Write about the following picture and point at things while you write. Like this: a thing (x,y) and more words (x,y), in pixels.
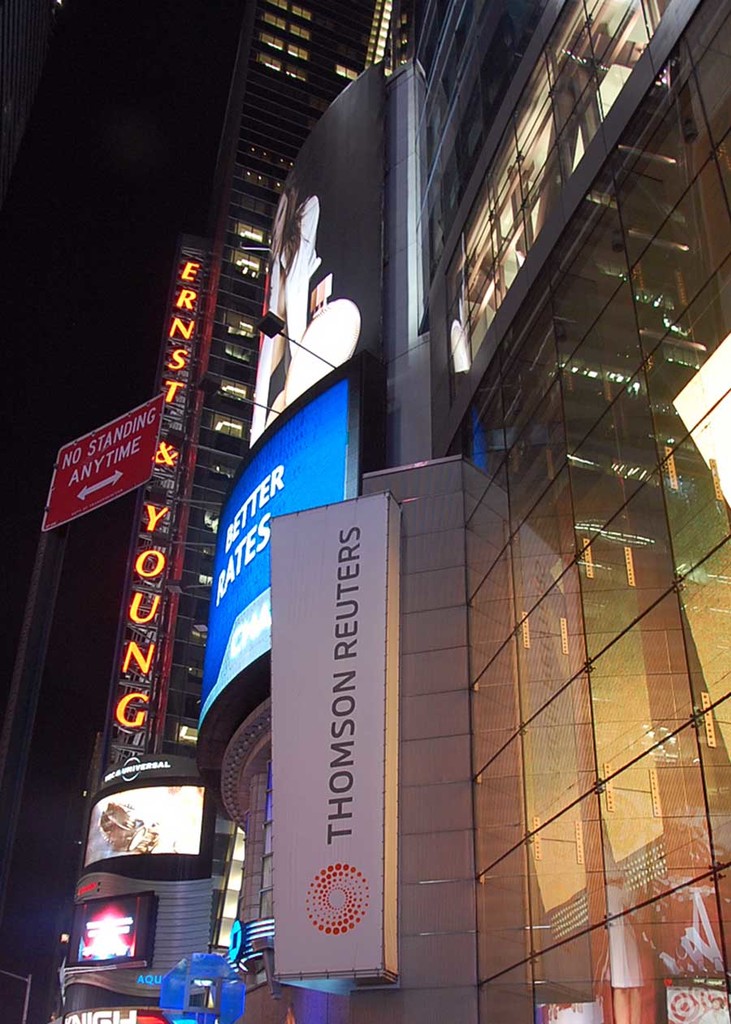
In this image, we can see buildings (554,11), lights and boards (357,558). At the top (109,195), there sky (106,211).
